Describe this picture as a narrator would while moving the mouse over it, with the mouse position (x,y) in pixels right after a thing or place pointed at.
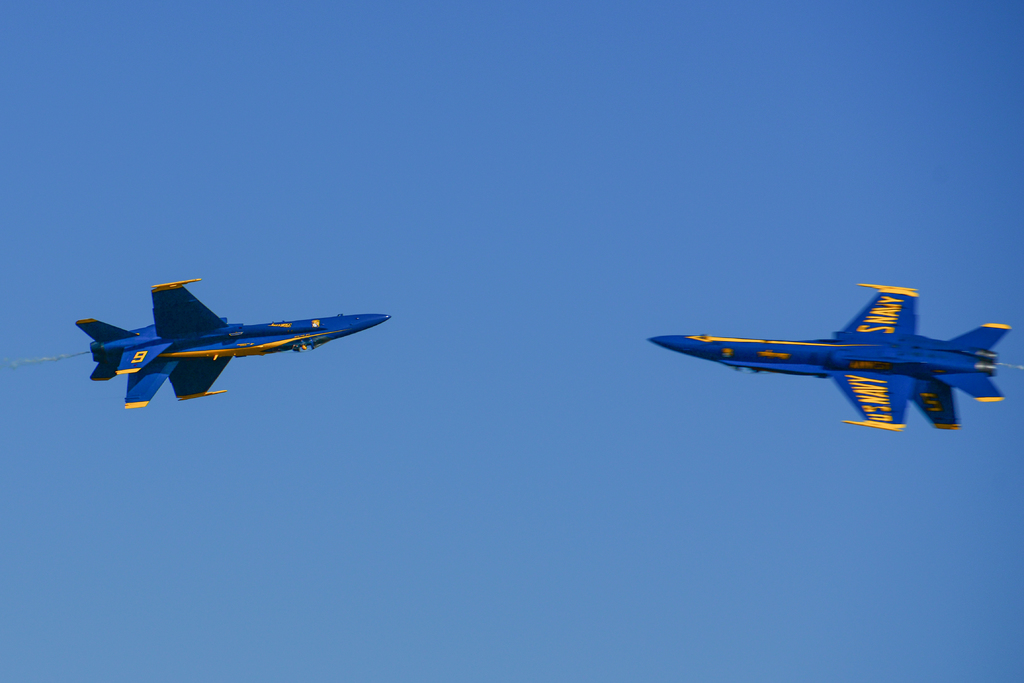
In this image there are two air fighters (809,367) facing each other. They are flying in the sky (561,370).
